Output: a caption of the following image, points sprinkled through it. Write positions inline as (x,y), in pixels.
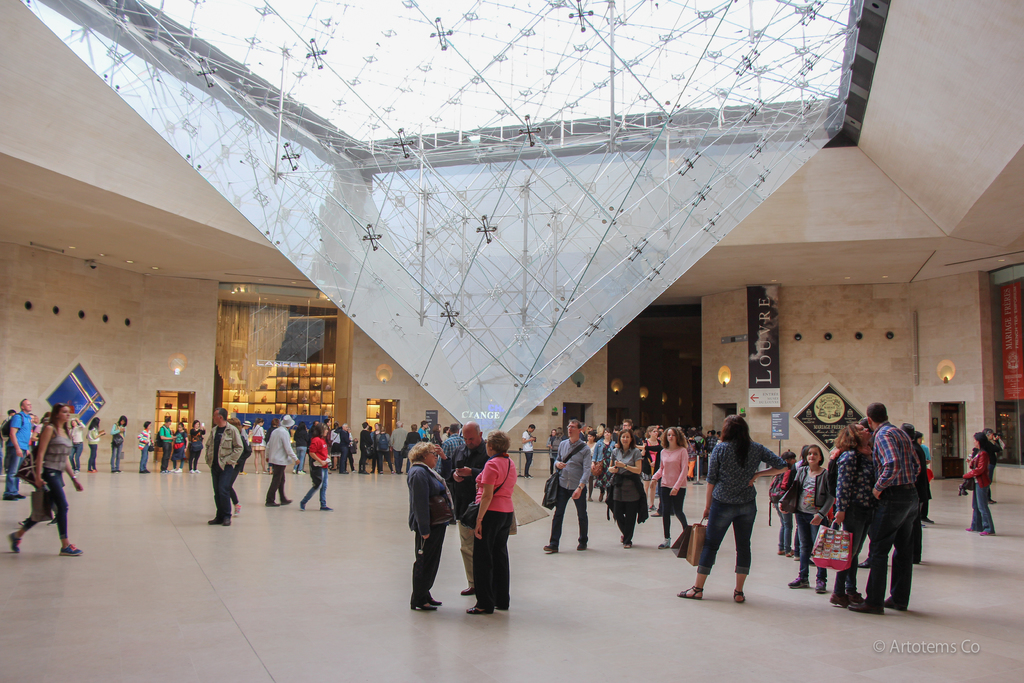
In this image I can see inside view of a building (23,369) and I can also see number of people (428,453) are standing on the floor (699,496). I can also see most of people (819,515) are holding bags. In the background (92,400) I can see few boards (755,304) and few lights (385,364) on the walls (136,380). I can also see something is written on these boards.
